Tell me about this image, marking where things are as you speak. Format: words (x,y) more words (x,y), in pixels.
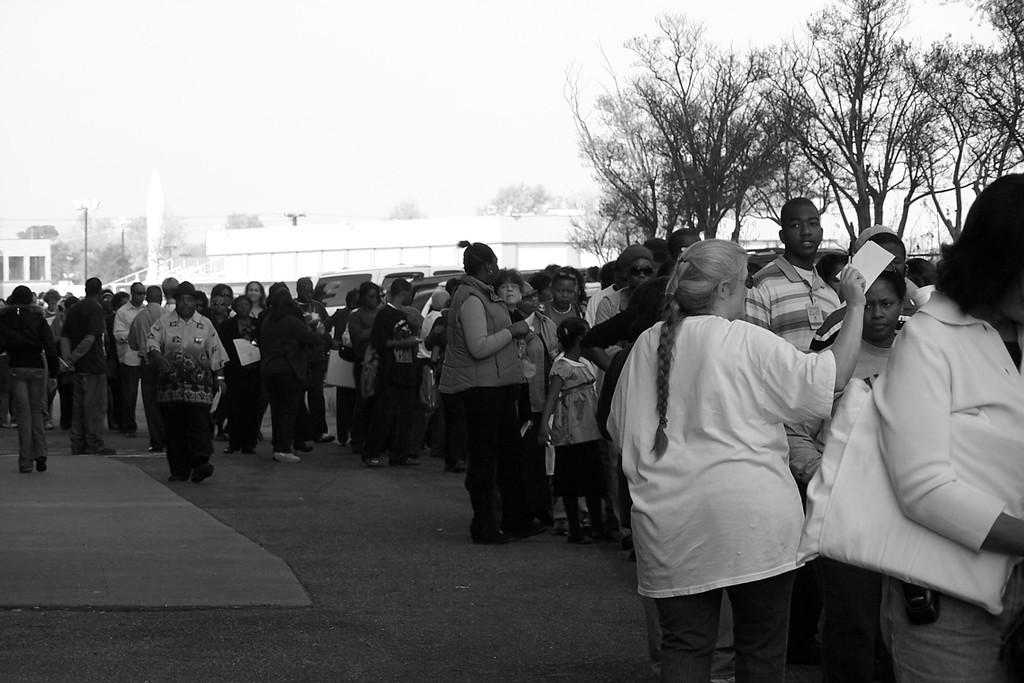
This picture might be taken from outside of the city. In this image, we can see few people (592,508) are walking on the road (581,624) and few people (363,383) are standing on the land (561,631). In the middle (360,271), we can see few vehicles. In the background (397,255), we can see some buildings (43,270), trees (98,248), electric pole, electric wires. At the top (314,99), we can see a sky (256,97), at the bottom (467,614), we can see a road (463,629).
